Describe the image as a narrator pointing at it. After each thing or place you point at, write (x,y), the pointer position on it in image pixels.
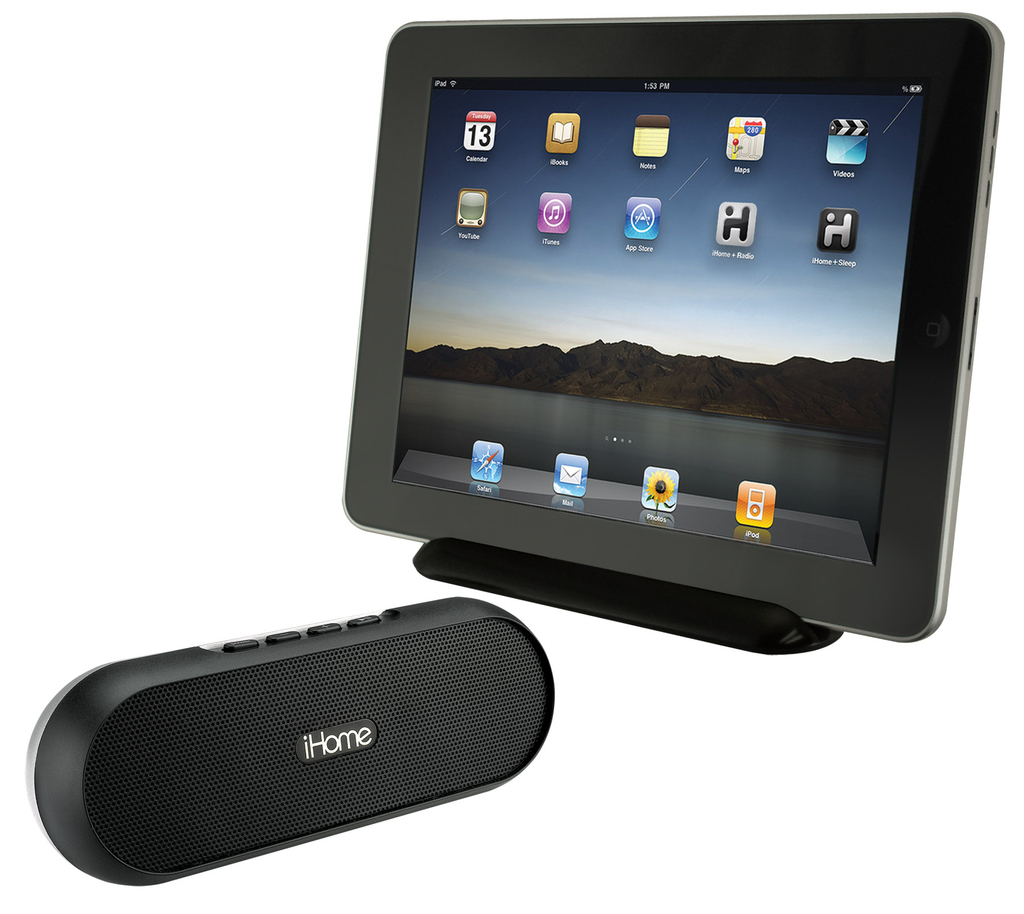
In this picture we observe a black Ihome speaker (183,788) and a tablet (480,120) kept in a stand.
